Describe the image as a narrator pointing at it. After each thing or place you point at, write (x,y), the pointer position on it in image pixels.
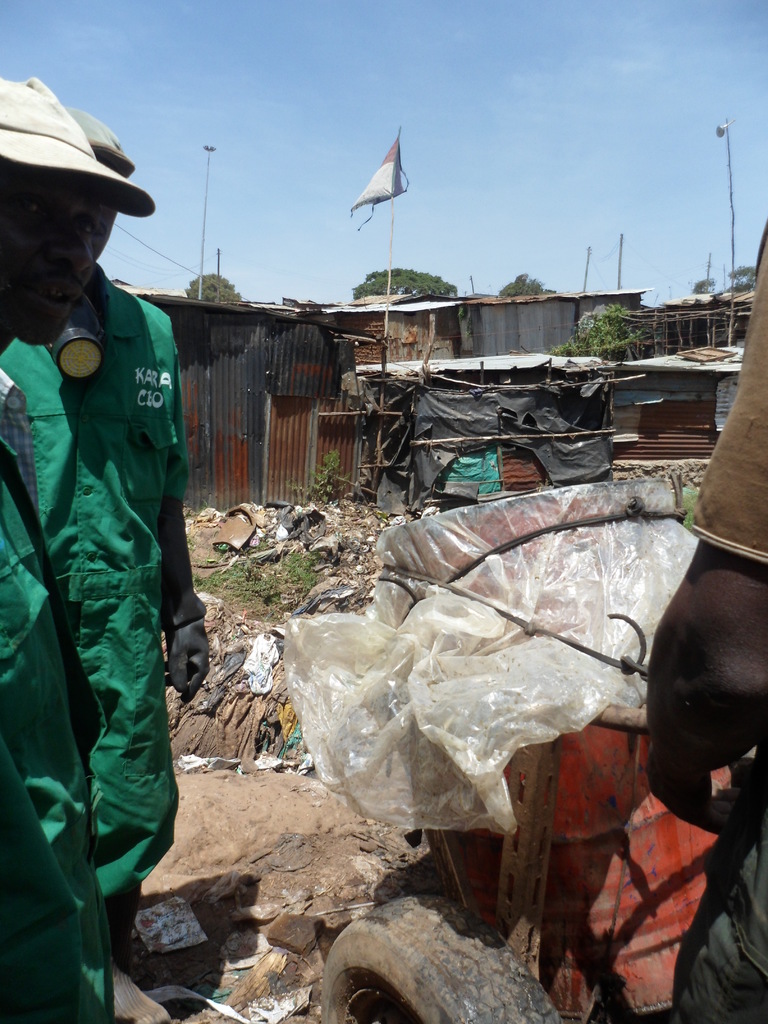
In this image we can see a few houses (457,400), there are some trees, poles (387,325), lights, people (161,694), flag (357,207) and some other objects (322,551) on the ground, in the background (427,193), we can see the sky (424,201) with clouds (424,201).
